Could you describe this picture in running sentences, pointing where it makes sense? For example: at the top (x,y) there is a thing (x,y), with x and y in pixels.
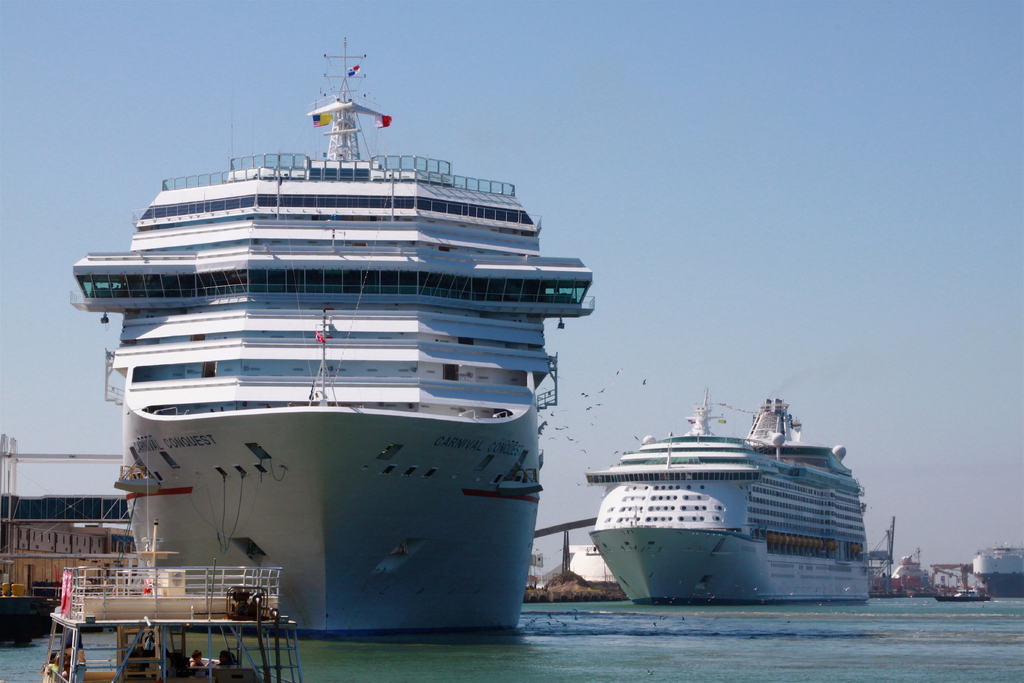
In this image there are ships (310,190) with flags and there are boats (273,676) on the water (730,639), and in the background (485,46) there is sky (649,320).
